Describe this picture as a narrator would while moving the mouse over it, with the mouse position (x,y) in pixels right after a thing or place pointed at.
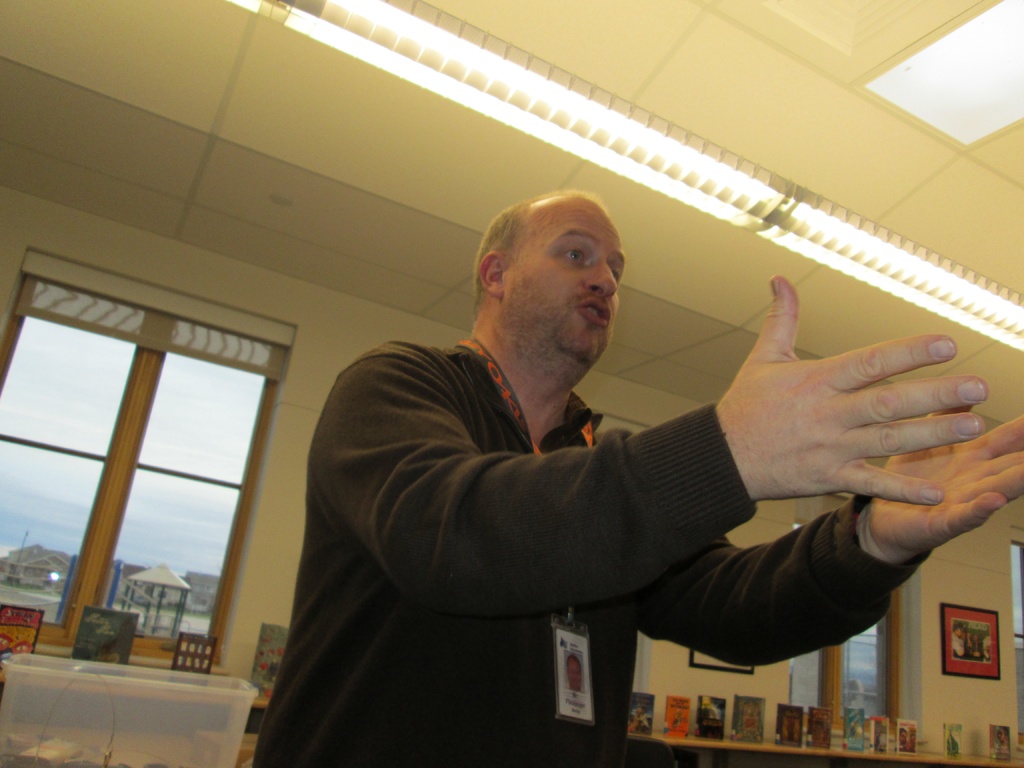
In this image I can see the person (450,431) and the person (423,506) is wearing black color shirt (423,506). In the background (646,719) I can see few books (947,749) on the table (654,737) and few frames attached to the wall (951,562), few glass windows (49,376) and the sky (78,352) is in white and blue color.
